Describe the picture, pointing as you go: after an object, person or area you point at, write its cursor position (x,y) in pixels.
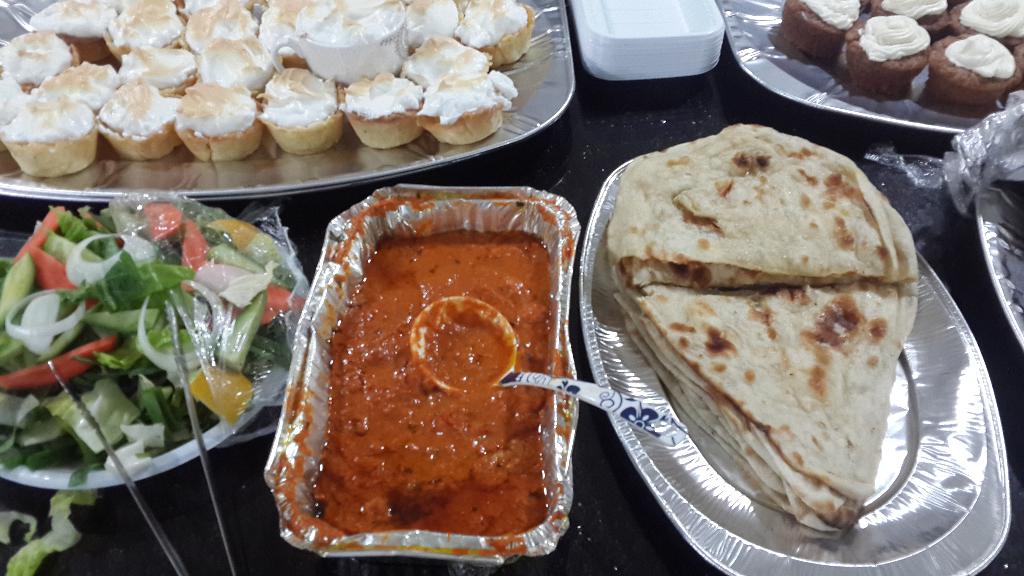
In this picture there is a table (194,501), on the table (194,501) there are plates (772,75) and food items (737,263). The food items (261,61) are cupcakes (914,40), vegetables (45,347). parathas (763,271) and curries (439,330).
